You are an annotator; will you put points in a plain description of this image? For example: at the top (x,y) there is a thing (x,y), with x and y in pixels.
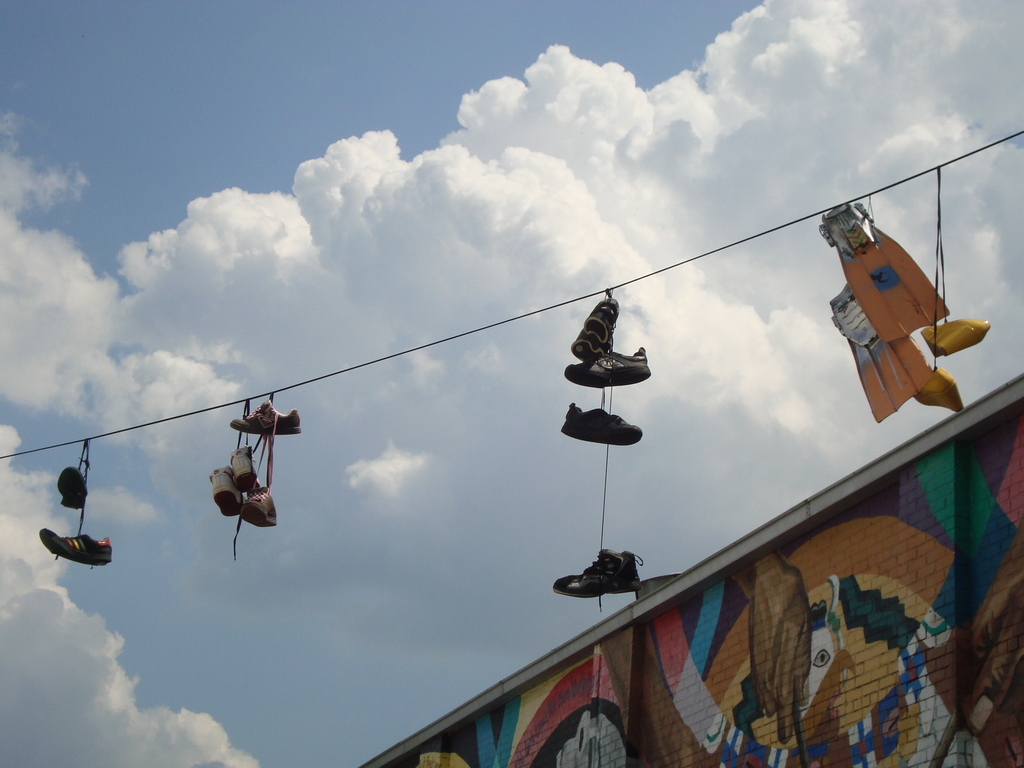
In this image, I can see the shoes (595,428) and an object (902,326) hanging to a rope (93,438). At the bottom right side of the image (712,657), I can see a wall (765,729) with a colorful painting (753,696) on it. These are the clouds (377,227) in the sky (362,135).
